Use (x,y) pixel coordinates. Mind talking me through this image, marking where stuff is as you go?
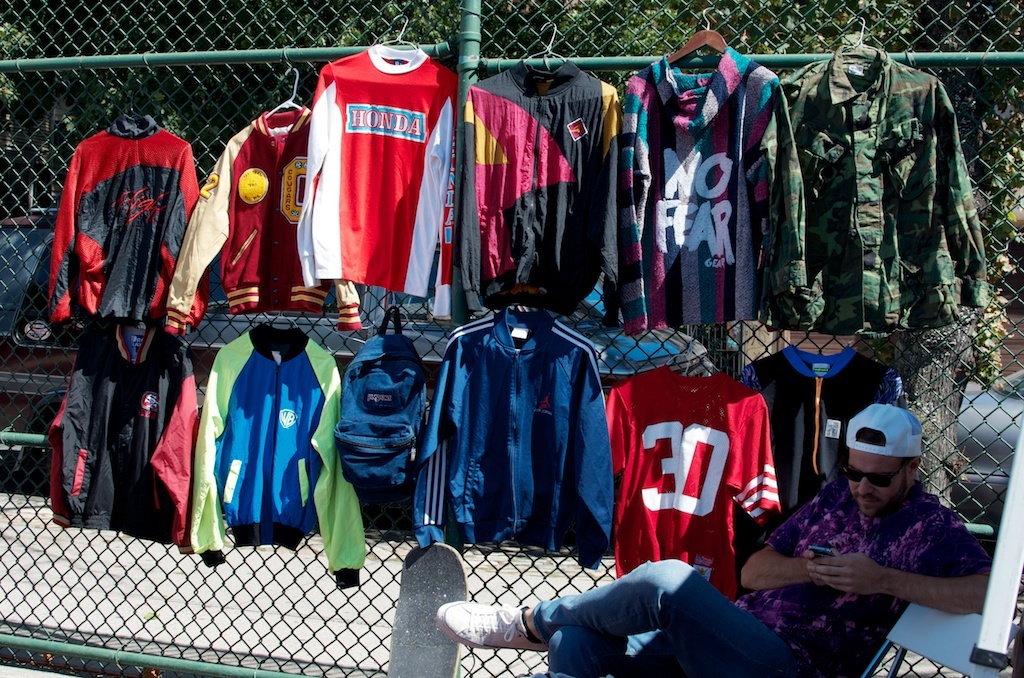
In this image few jackets (517,268), bag (368,394), few shirts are hanged to a hanger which are hanged to the fence (891,26). A person (802,535) wearing a cap (906,431) is holding mobile (824,547) in his hand (843,556). He is sitting on chair (865,677), beside a table (940,648). Behind fence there are few vehicles (338,343) and trees (676,39).
